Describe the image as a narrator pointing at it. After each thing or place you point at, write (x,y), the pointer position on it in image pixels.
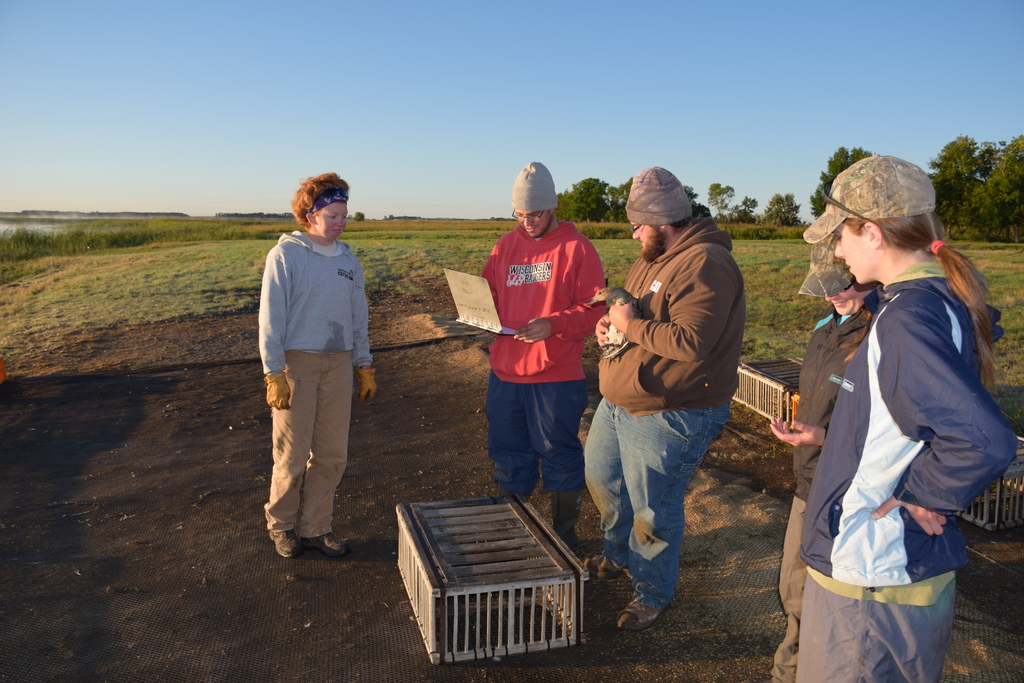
There are people (617,466) standing and this man (578,330) holding a clipboard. We can see wooden objects (540,563). In the background (411,261) we can see grass (404,232), trees (970,168), plants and sky (590,83) in blue color.
